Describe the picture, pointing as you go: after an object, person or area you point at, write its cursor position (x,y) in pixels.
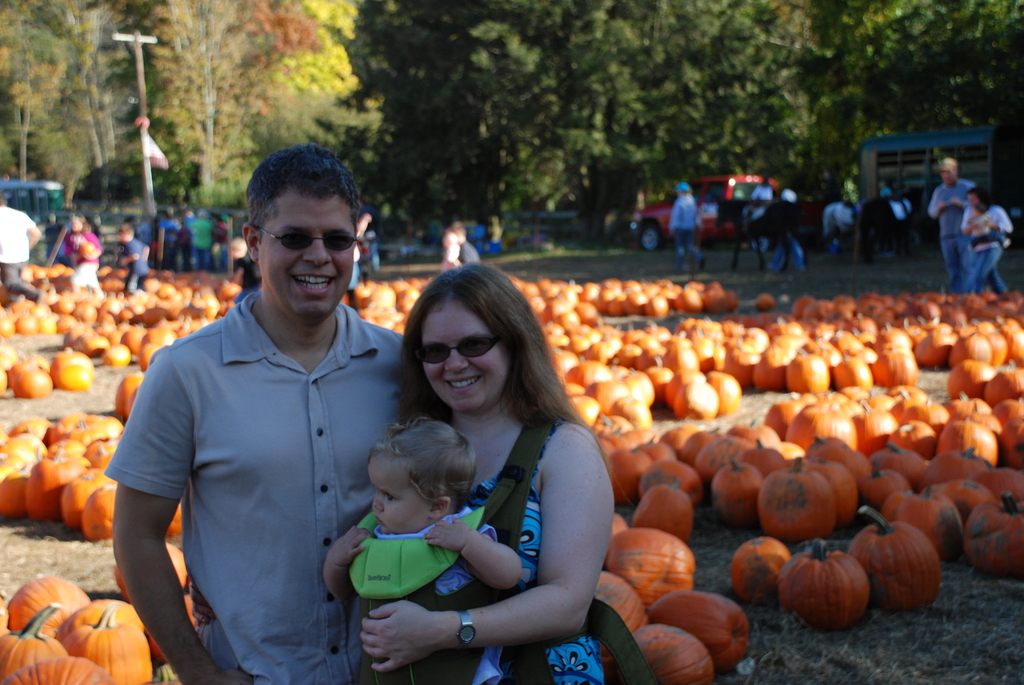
In this picture we can see so many fruits (581,310) are placed in a ground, around so many people (203,450) are standing and walking.
